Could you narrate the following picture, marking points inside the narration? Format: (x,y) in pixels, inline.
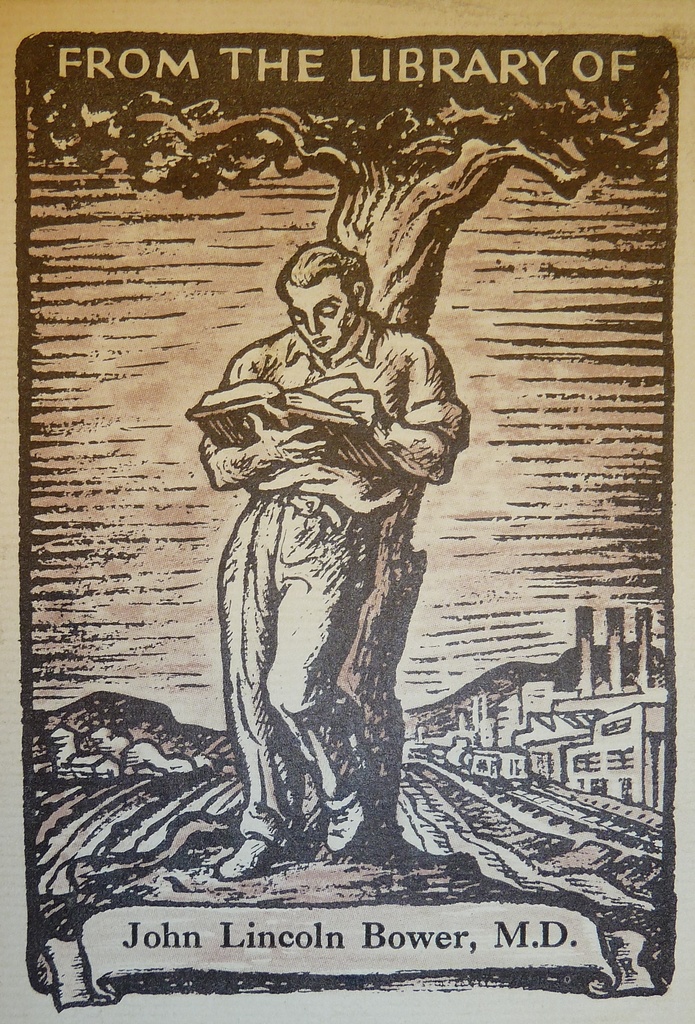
In this image we can see a poster (368,300), here a man (368,300) is standing and holding a book (355,385) in the hand (350,392), here is the tree (391,247).
